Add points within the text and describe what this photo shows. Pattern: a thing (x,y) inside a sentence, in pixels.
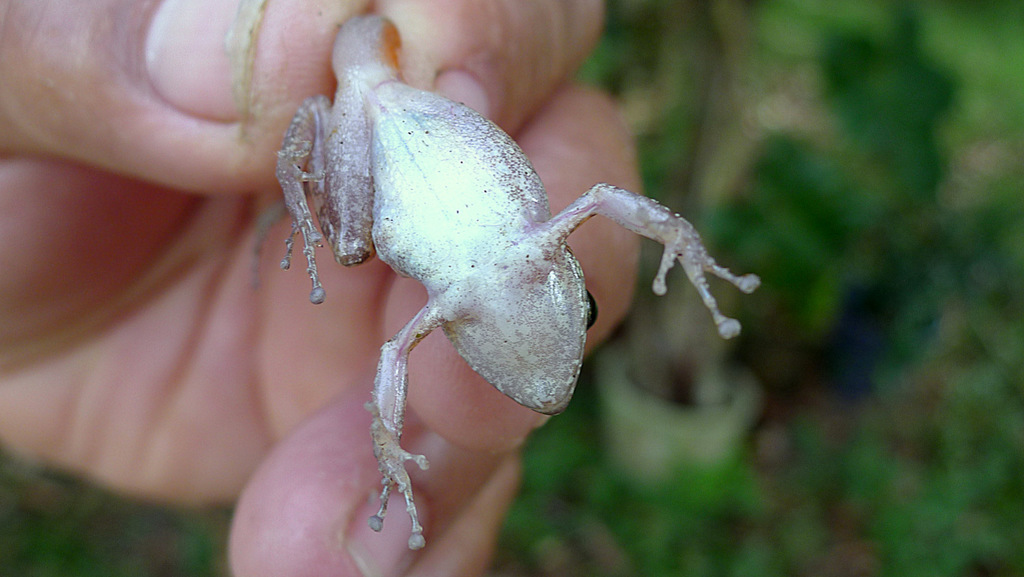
A human hand (230,200) is holding the frog (495,260), it is in silver color.
